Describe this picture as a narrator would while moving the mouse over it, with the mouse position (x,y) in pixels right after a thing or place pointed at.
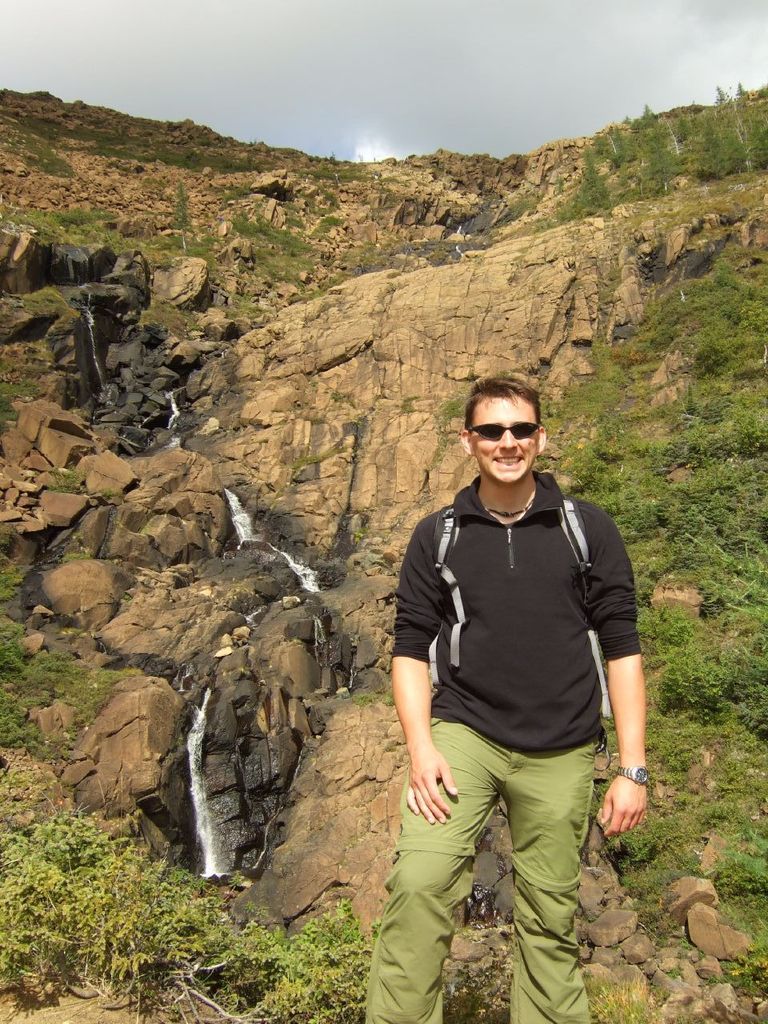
This is an outside view. Here I can see a man (459,769) standing, smiling and giving pose for the picture. In the background (382,225), I can see the rocks (303,352) and plants (680,446). On the left side of the image (182,684) there is a waterfall (172,409). At the top of the image (347,33) I can see the sky (585,86).
